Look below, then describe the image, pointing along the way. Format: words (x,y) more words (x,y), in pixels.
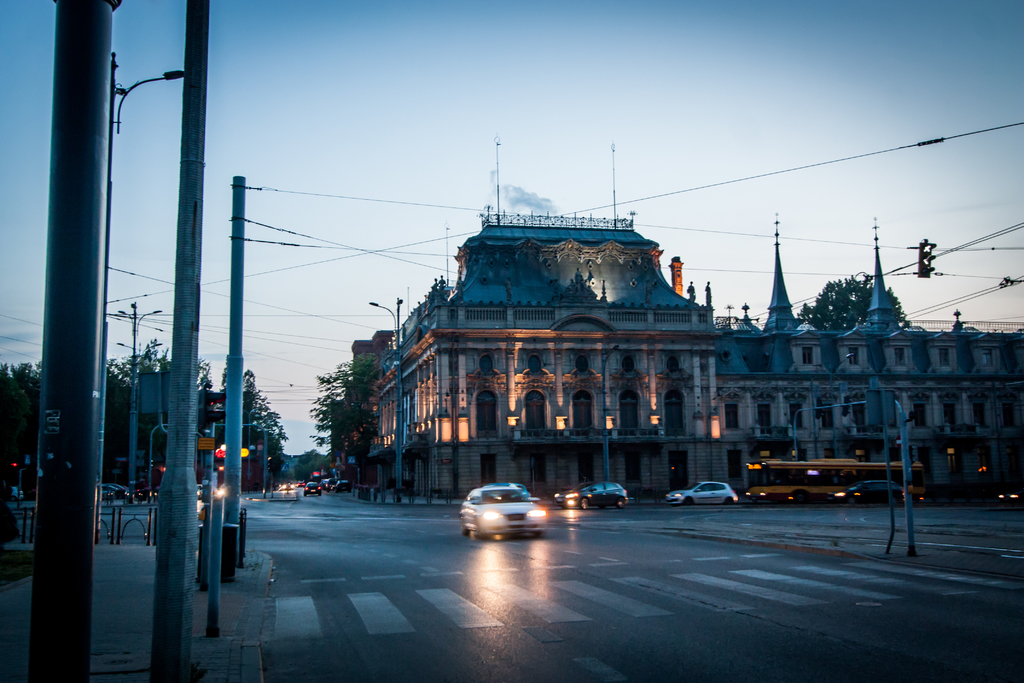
In this image we can see a few vehicles (464,514) on the road (846,676), there are some buildings (476,474), poles (189,524), lights (161,467), wires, trees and the fence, in the background (507,147), we can see the sky (700,115) with clouds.
